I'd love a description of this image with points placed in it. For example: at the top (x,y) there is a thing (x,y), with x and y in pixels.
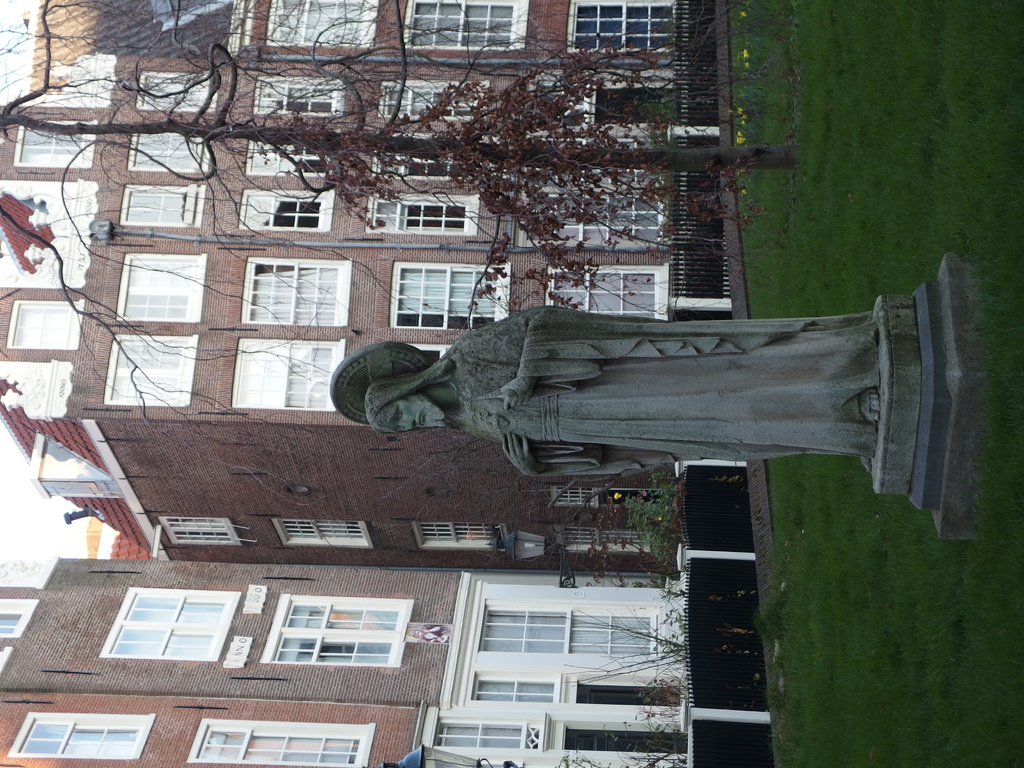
In this picture we can see a statue (845,435) on the grass path (951,611) and behind the statue (622,385) there is a fence (703,264), tree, poles (426,748) with lights (435,757) and buildings (224,558).
